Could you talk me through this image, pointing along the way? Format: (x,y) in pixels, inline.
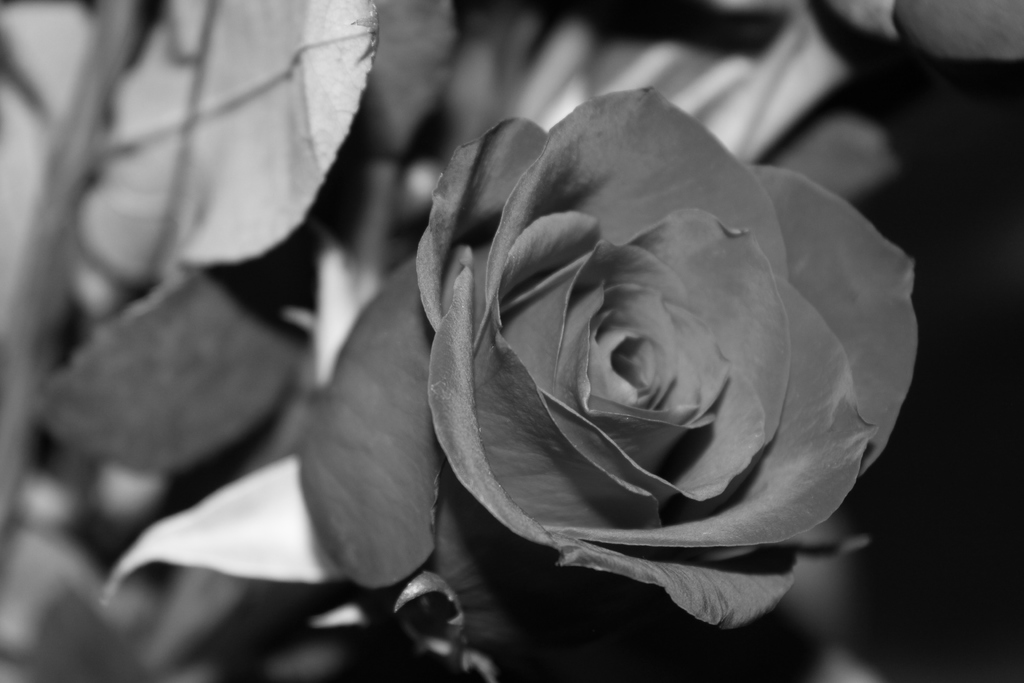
This image is black and white image as we can see there is a zoom in picture of a flower (633,381) in the middle of this image (470,442).
